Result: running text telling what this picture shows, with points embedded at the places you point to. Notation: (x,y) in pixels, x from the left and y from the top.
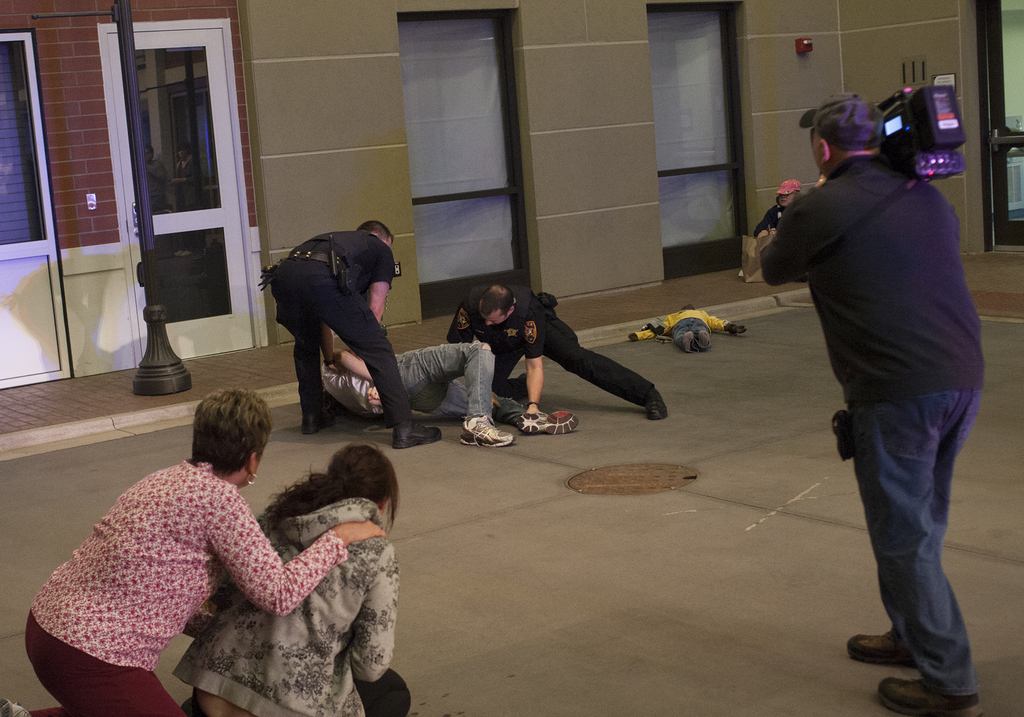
On the left side (233,567), there are two persons (364,568). On the right side (860,157), there is a person (865,140) holding a camera (908,173) on a floor (855,667). In the background (552,351), there are two persons (289,260) in a uniform (479,310), holding a person (469,369). Beside them, there is a person (723,327) lying and a pole (166,341) on a footpath (193,376). Beside this footpath (192,389), there is a building (380,82) which is having doors (987,42).
